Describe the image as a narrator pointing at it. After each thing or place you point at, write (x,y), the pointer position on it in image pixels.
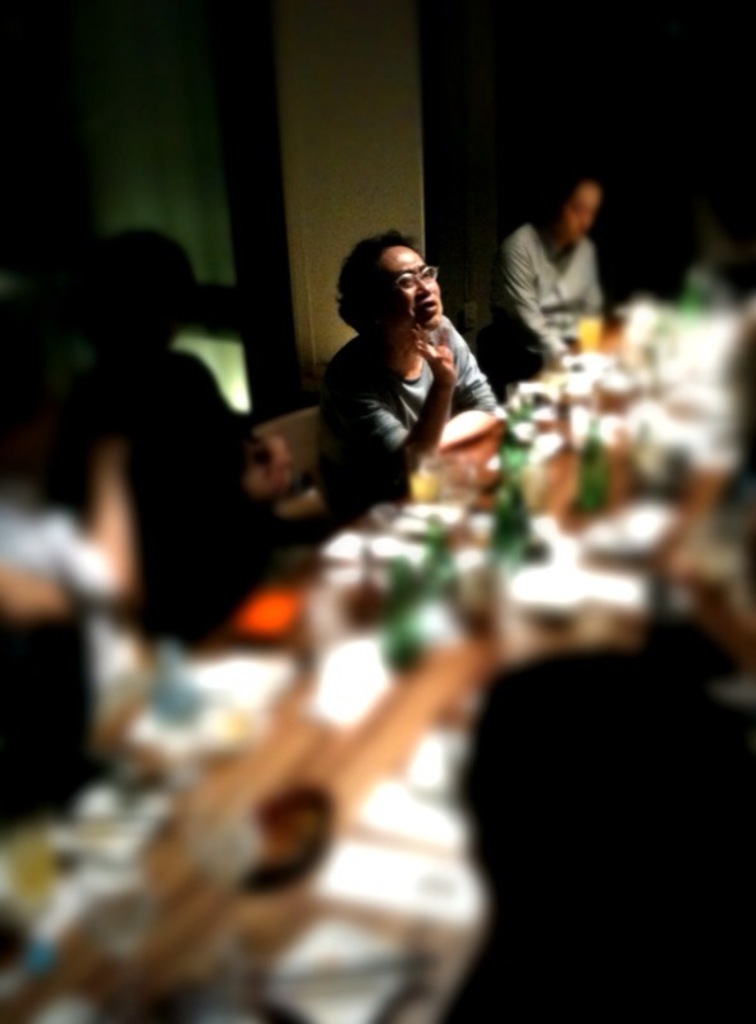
In the image there is a blur table (369,840) with many items (406,563) on it and also there are few people (359,322) in the blur image. There is a man (463,376) sitting. Behind him there is a pillar (337,147).
